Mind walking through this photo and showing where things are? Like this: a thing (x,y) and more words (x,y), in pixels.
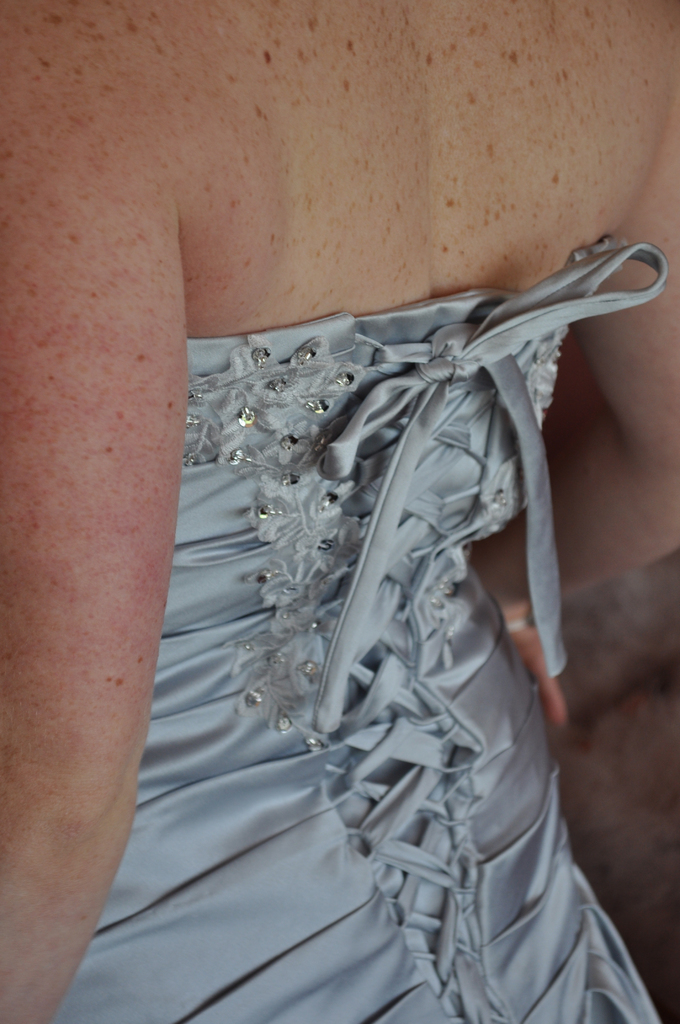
In this image we can see the body (291,184) of a person (408,299).
